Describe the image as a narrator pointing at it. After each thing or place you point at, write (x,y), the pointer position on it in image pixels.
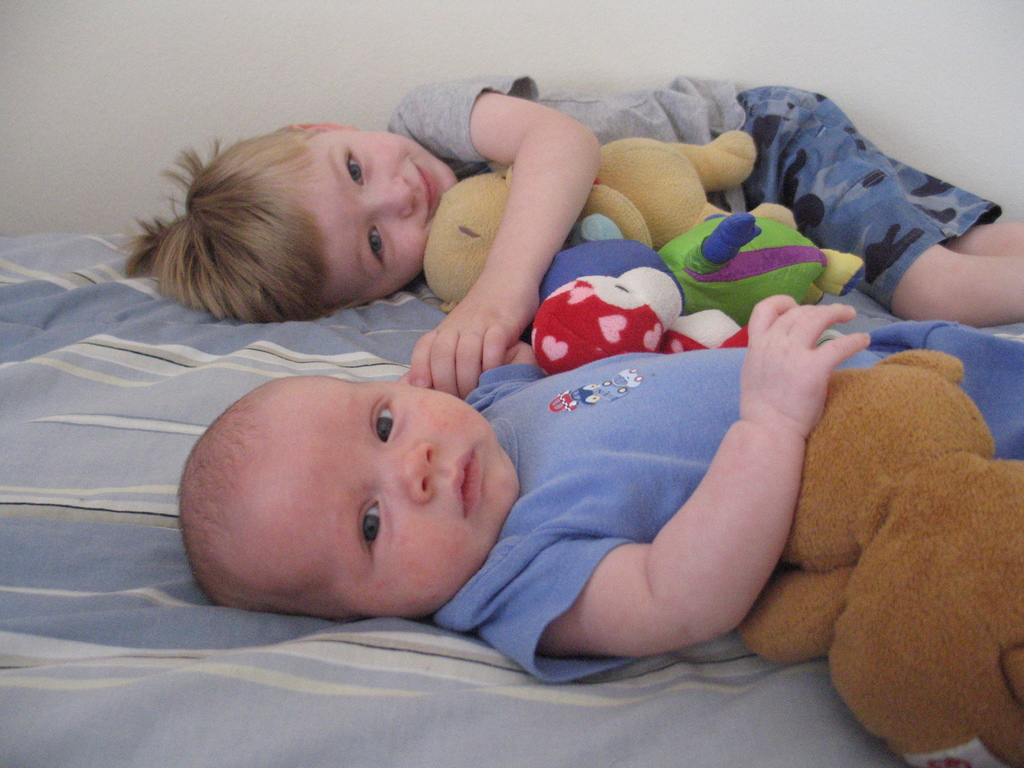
In this image I can see two children (589,396) and I can see both of them are holding soft toys (741,297). I can also see a cloth (179,576) under them.
